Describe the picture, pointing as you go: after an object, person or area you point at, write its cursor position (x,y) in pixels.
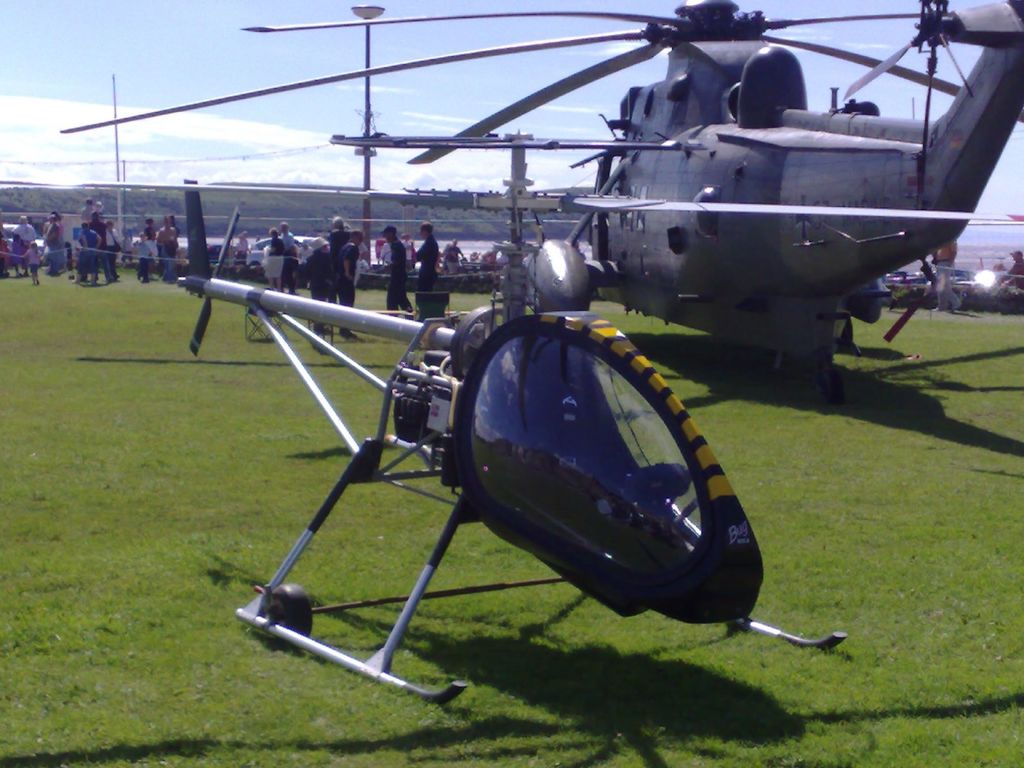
In the image in the center (608,273), we can see two helicopters (806,274). In the background (580,101), we can see the sky (240,125), clouds (85,145), plants (437,210), grass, vehicles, few people (401,243) are standing etc.
